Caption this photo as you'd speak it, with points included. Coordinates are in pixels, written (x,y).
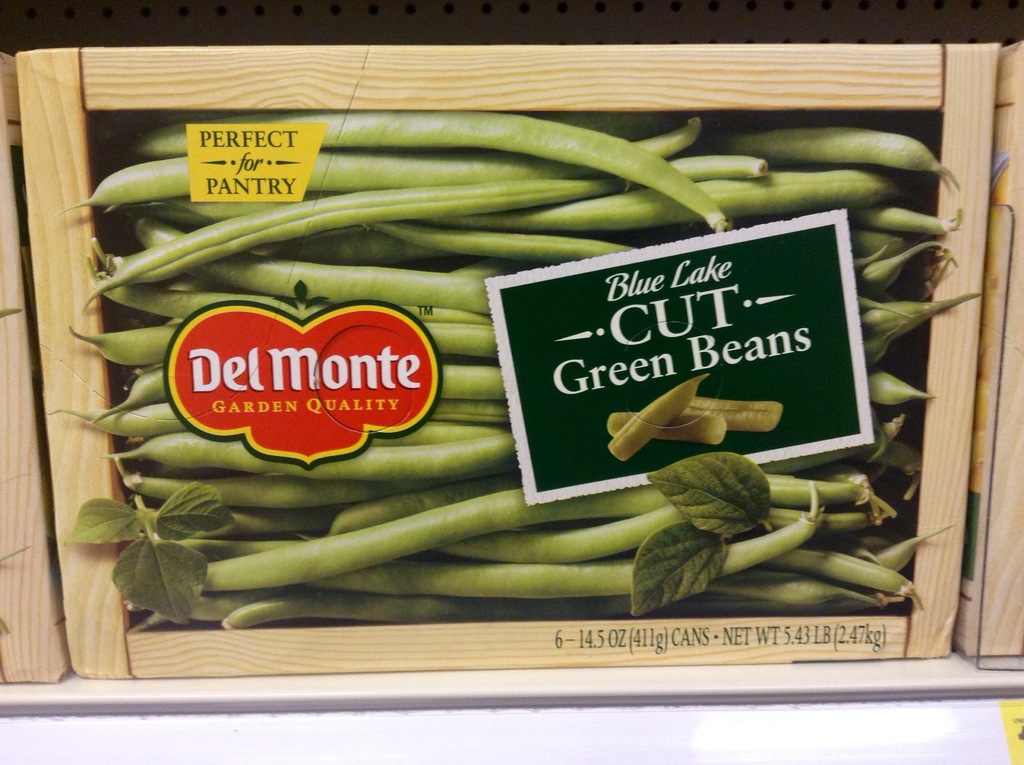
In this image I see many beans (459,205) over here and I see the green leaves (112,520) and I see 3 stickers (430,342) on which there are words (230,134) written and I see few words (562,637) written over here and I see the wooden sticks (89,441).
